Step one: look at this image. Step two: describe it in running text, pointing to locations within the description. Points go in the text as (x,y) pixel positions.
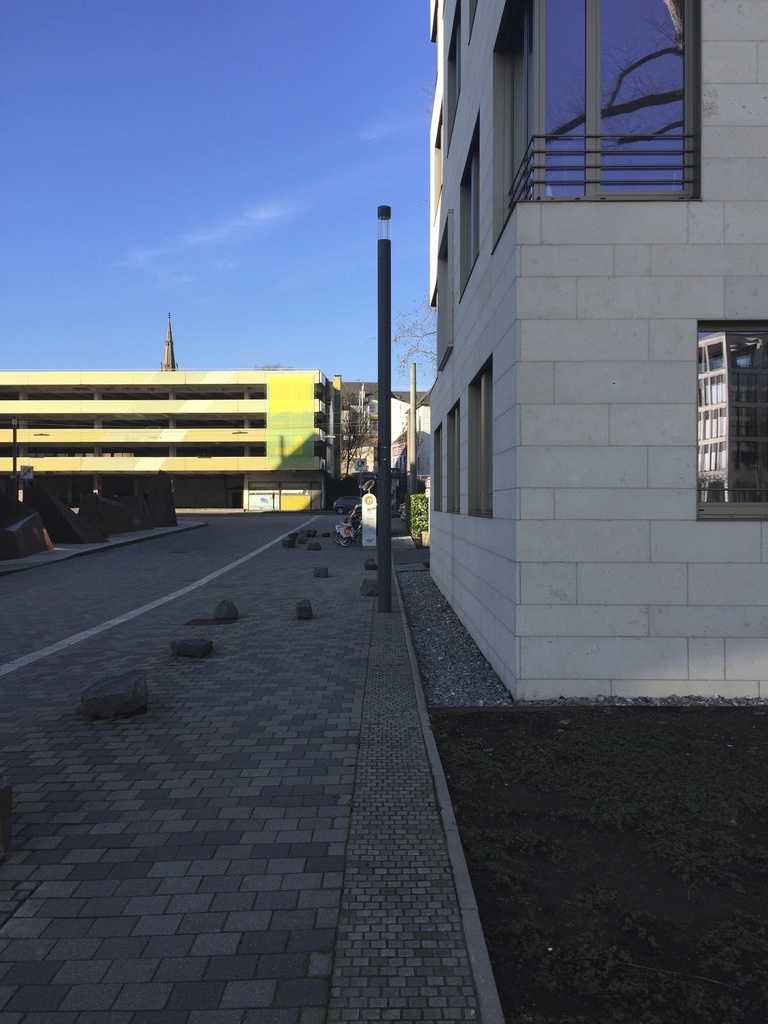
In this image I can see grass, buildings (532,617), poles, plants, fence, tower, trees (357,398), windows (592,63) and the sky (409,106). This image is taken may be on the road (269,776).
